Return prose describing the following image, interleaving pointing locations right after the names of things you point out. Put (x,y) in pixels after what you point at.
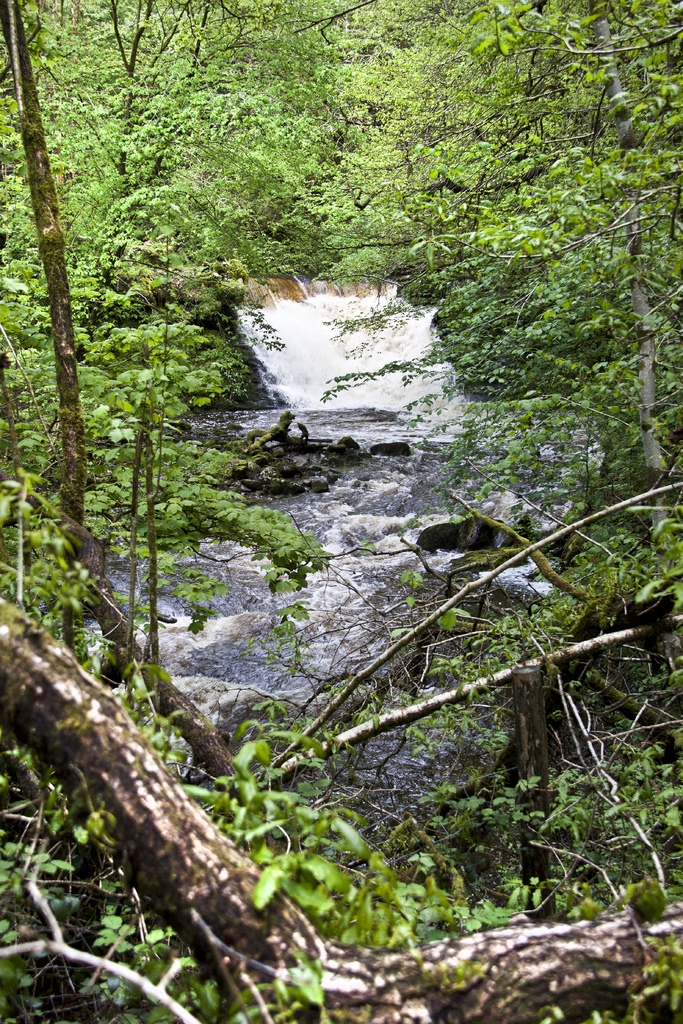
In this picture we can see water (403,511), few rocks (478,558) and trees (27,339).
